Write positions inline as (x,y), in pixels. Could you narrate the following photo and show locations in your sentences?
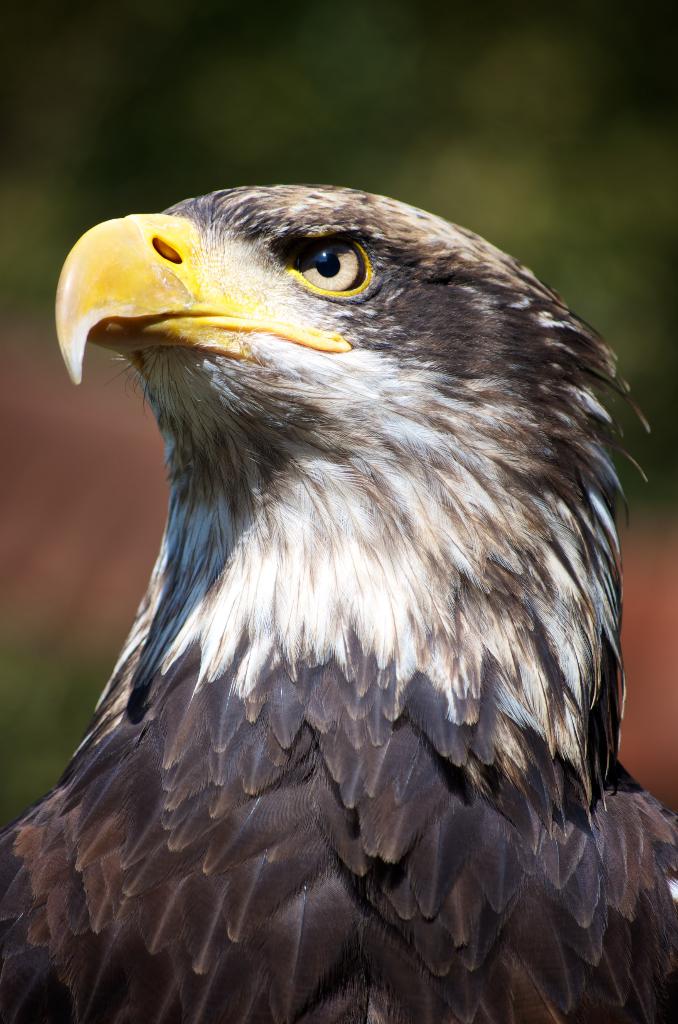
In this picture we can see an eagle (236,281) and in the background (288,129) it is blurry.
